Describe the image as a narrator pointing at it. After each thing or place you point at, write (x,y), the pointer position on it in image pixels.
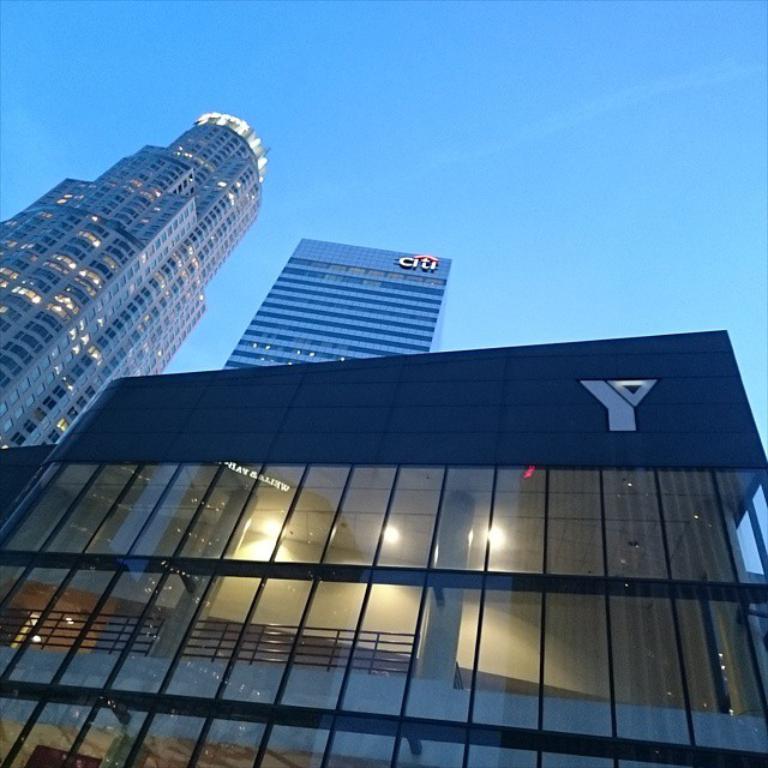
These are the very big buildings (258,410) which have glasses (394,586) in it. At the top (513,92) it's an evening sky (507,109).
